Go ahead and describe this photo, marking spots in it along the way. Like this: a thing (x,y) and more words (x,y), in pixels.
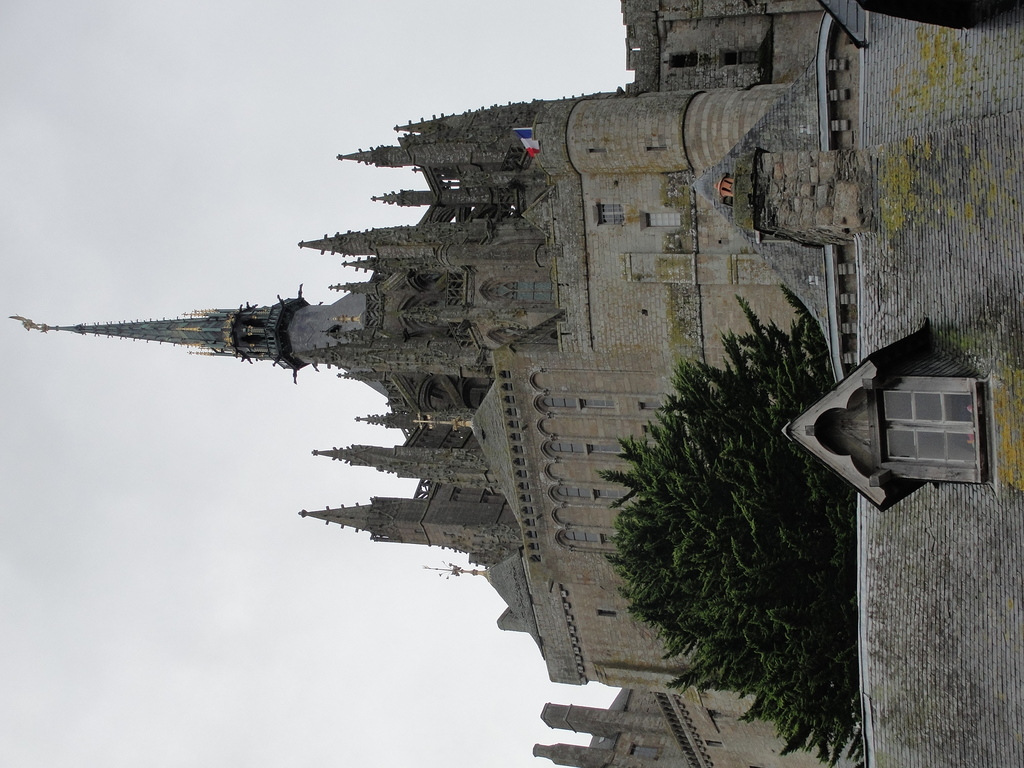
In the center of the image (507,392), we can see a building (651,299) and there is a flag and a tree (693,534). In the background (251,568), there is sky (163,577).
